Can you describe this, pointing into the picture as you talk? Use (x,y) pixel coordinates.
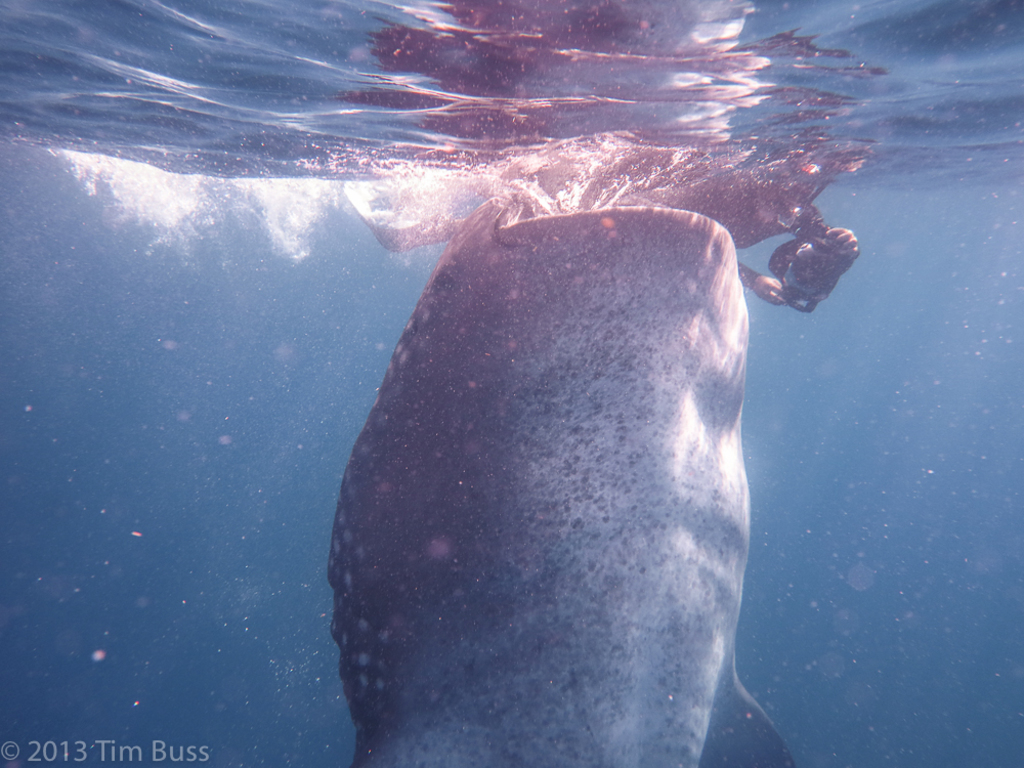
In this picture it looks the upper body (743,568) of a fish (655,573) under the water (227,365).
